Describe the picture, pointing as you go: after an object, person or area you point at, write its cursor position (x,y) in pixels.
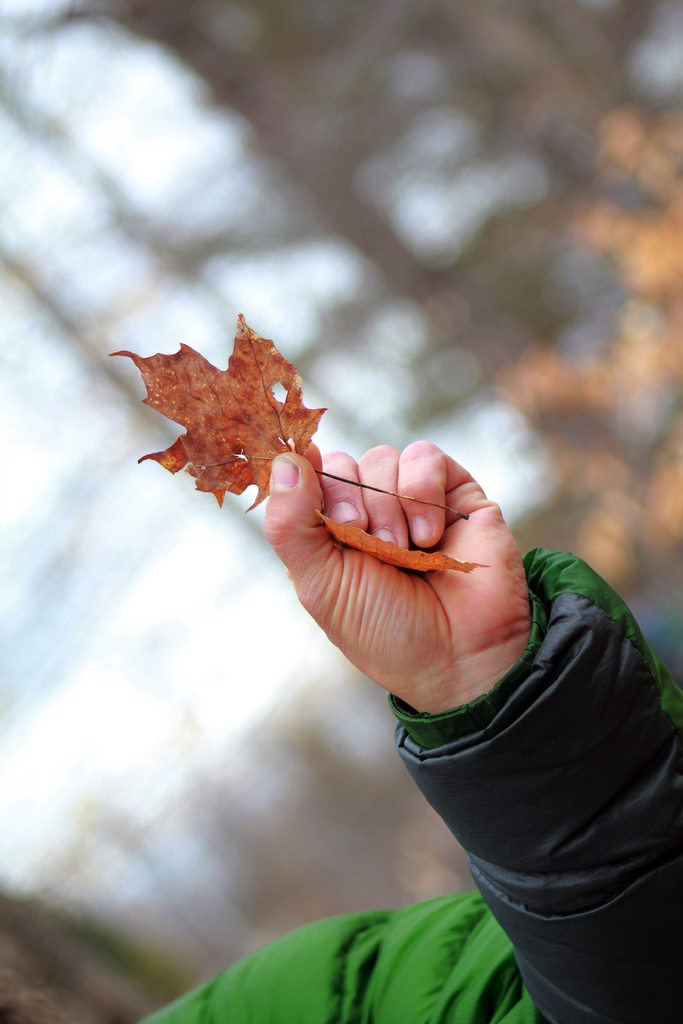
In the image we can see a hand (340,493). In the hand (361,492) there are some leaves (252,399). Background of the image (662,565) is blur.
